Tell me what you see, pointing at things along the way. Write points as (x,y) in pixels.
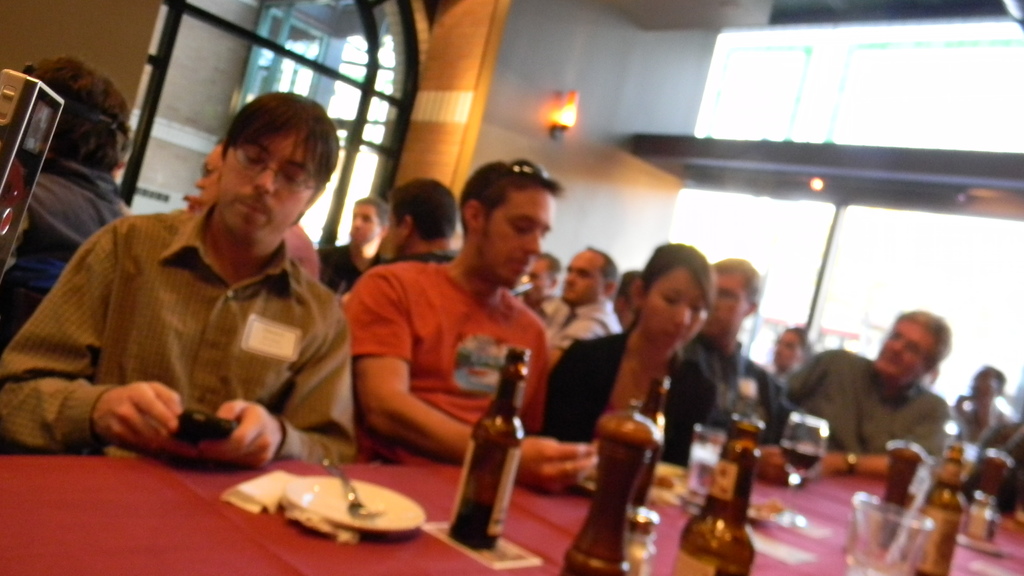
Persons (324,294) are sitting on a chair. In-front of them there is a table (281,566), on this table (756,502) there are bottles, glasses (856,516) and plates (401,502). On top (554,126) there are lights (554,109). This is window (334,76).
